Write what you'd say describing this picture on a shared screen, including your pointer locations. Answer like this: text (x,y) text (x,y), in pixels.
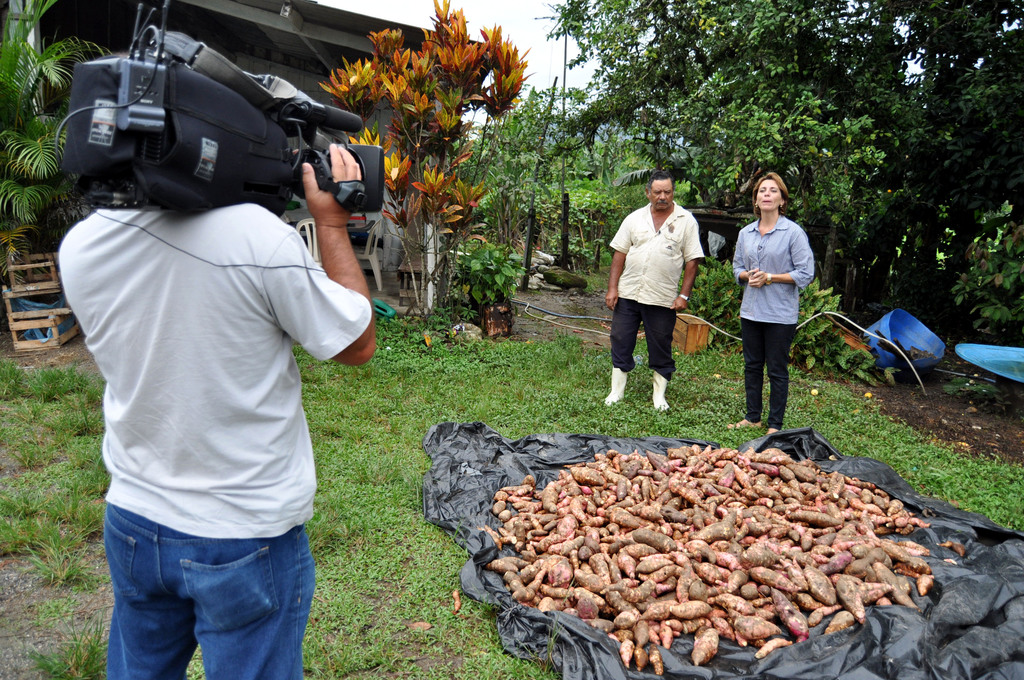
In this image I see 3 persons (268,352) in which this person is holding a camera (199,153) in hands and I see that this man (613,398) and this woman (789,305) are standing and I see the green grass (351,428) and I see the black color thing (496,591) on which there are many brown color things (769,511) and in the background (490,46) I see the plants (621,156) and the trees (784,83) and I see the blue color things (938,350) over here and I see the sky (529,47).
